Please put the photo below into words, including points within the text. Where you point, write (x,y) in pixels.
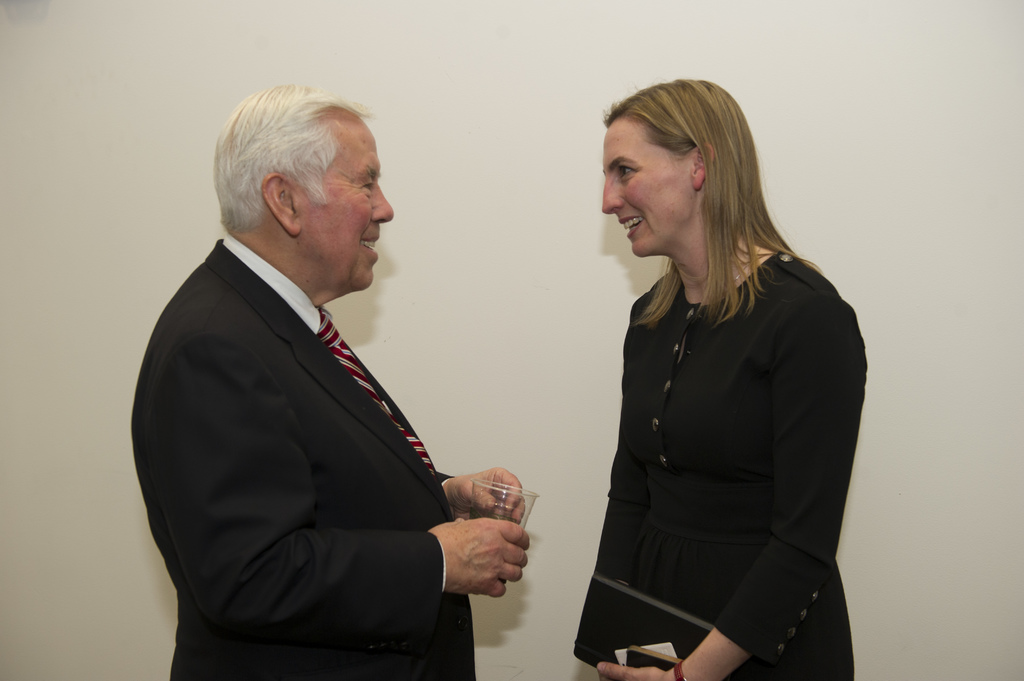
In this image we can see few people (611,559) and they are holding some objects (618,641) in their hands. There is a white color background (514,102) in the image.
